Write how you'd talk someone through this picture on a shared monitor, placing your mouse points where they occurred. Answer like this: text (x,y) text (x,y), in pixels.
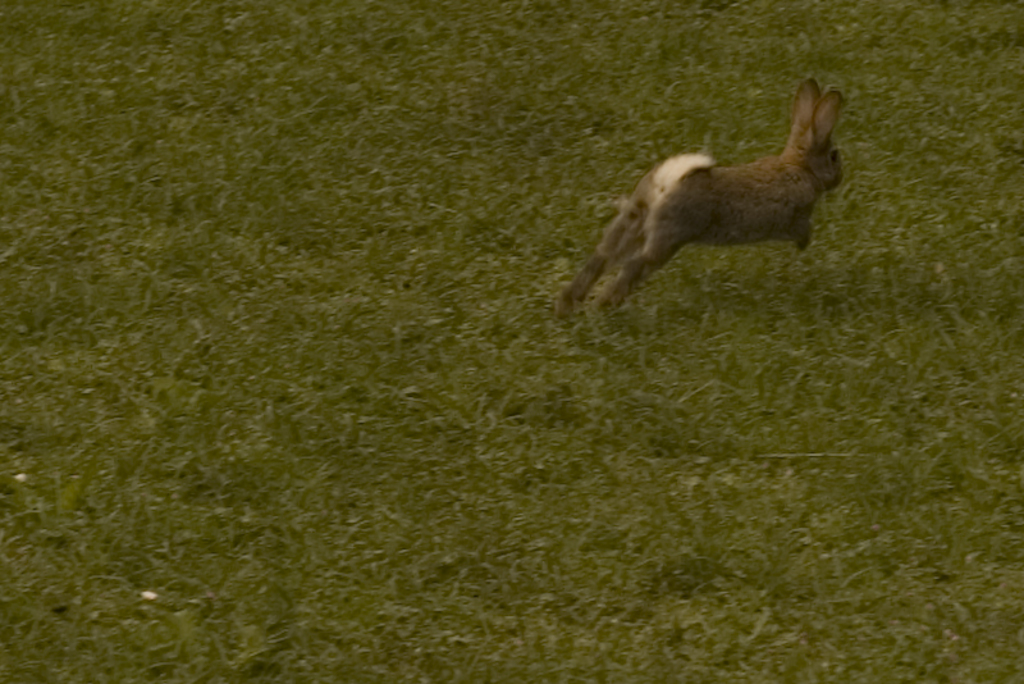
In this picture we can see a rabbit (740,194) here, at the bottom (604,548) there is grass (710,506).
